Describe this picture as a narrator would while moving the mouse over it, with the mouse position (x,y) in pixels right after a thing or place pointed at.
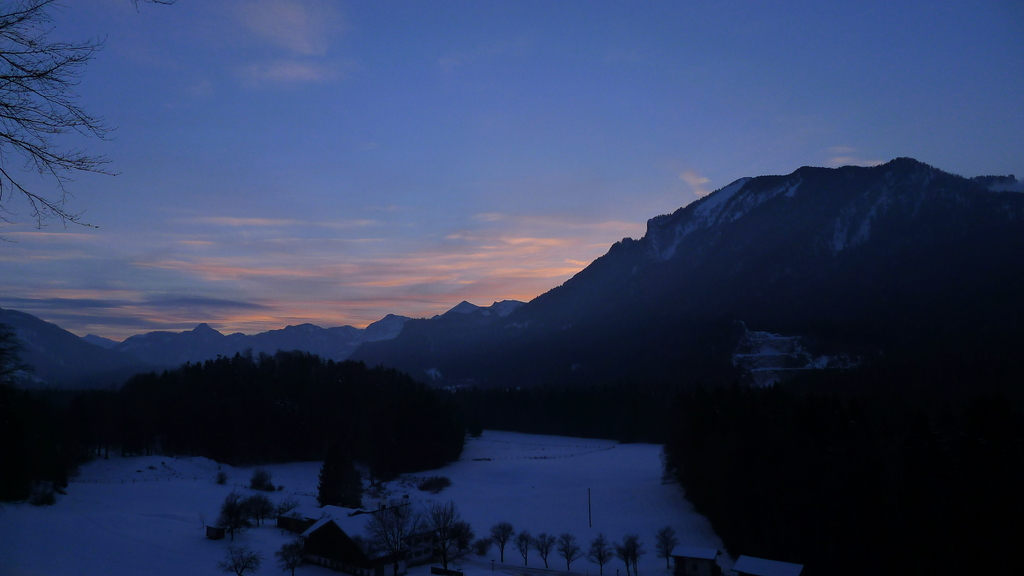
At the bottom of the image (351,522) there is a house (344,541). There are trees (397,548), snow (78,527). In the background of the image (225,359) there are mountains (210,348), trees (235,385), sky (342,253).
